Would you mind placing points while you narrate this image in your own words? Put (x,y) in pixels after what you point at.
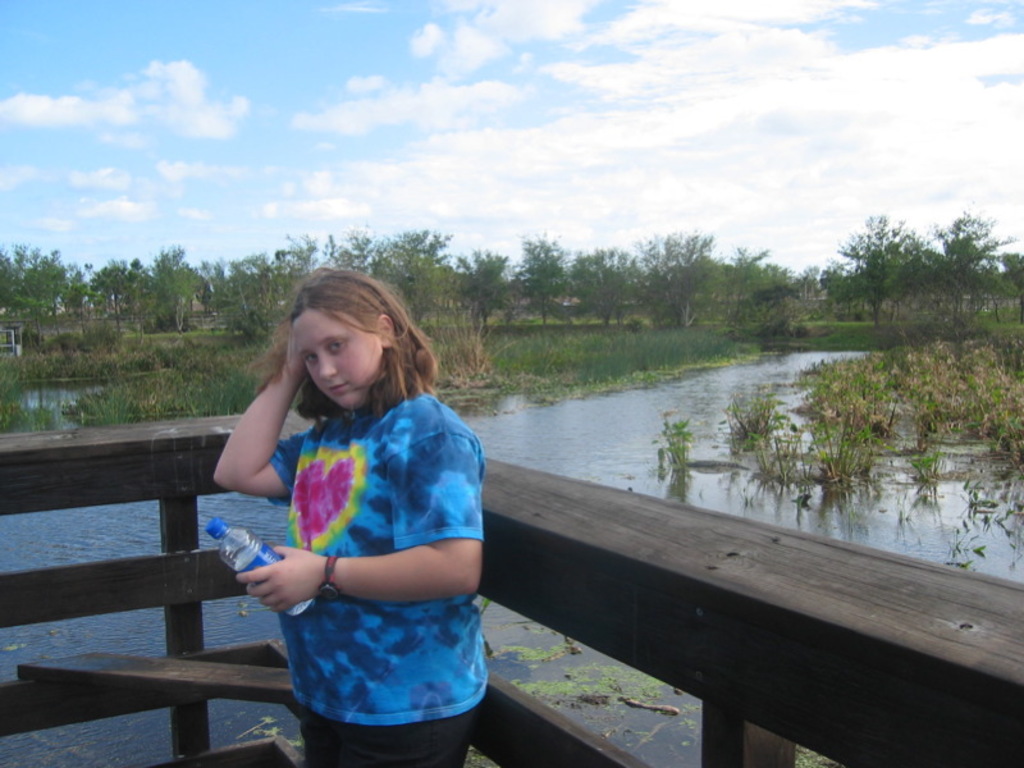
This image is taken outdoors. At the top of the image (130,134) there is a sky (211,108) with clouds (684,120). In the background (601,360) there is a ground (596,371) with grass (151,364) on it and there are many trees (126,316) and plants (245,327). In the middle of the image (637,452) there is a pond (700,504) with water (587,675). A girl (342,407) is standing on the floor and there is a railing (487,474).
